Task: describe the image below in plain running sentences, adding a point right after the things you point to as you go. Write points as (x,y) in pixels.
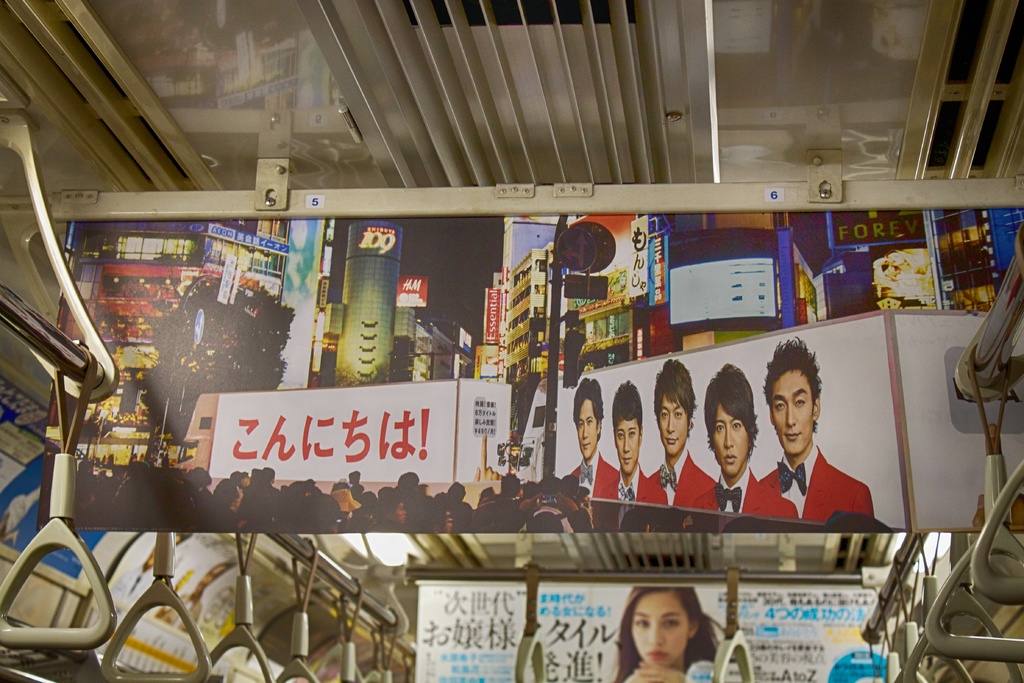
In this image there is a poster (857,242), on that poster (717,236) there are people (772,397), building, and text (406,433), on either side of the poster (752,378) there are rods (96,393), for that rods (980,372) there hangers (965,579) and the top there is a roof (748,112) and in the background (833,666) there is another poster (609,613), on that poster (544,623) there is a woman (672,641) and some text (803,629).
